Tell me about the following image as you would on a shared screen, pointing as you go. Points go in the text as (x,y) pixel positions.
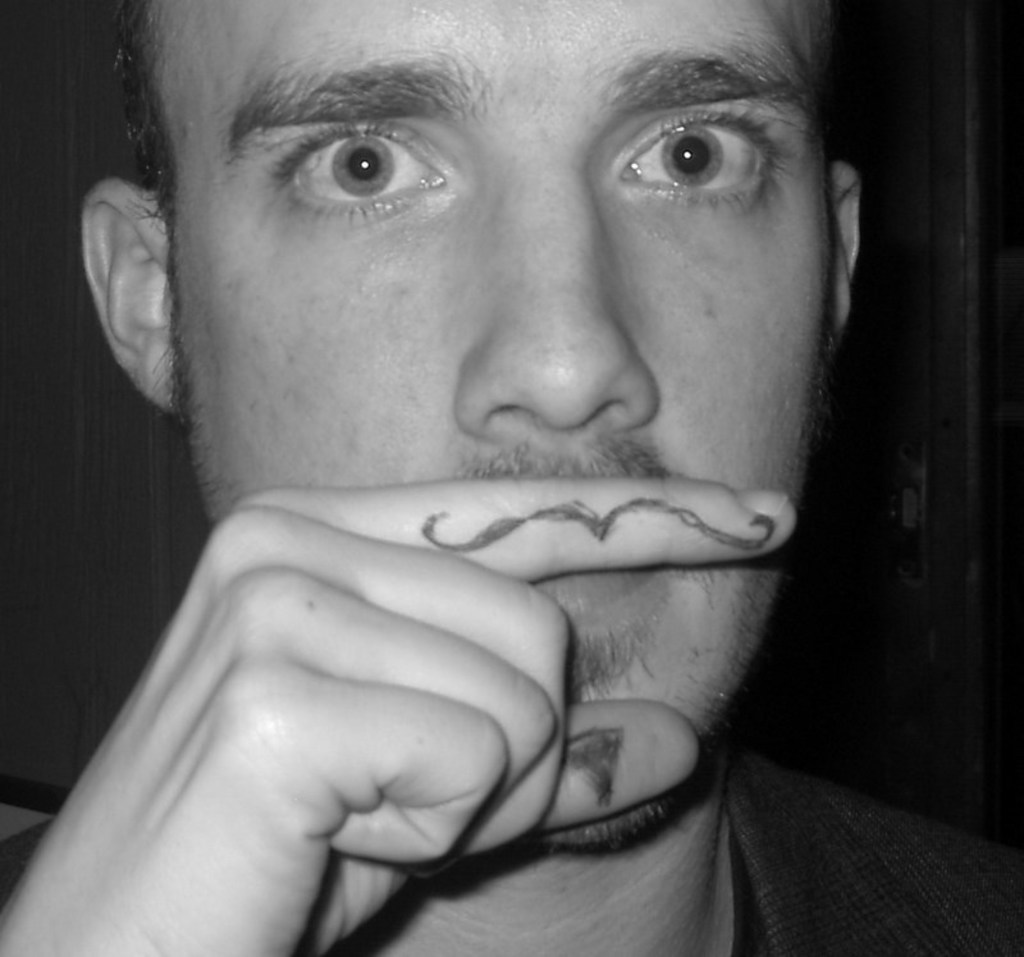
This is a black and white picture where I can see a person (499,645) is having an art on his fingers (400,640). The background of the image (933,1) is dark.
